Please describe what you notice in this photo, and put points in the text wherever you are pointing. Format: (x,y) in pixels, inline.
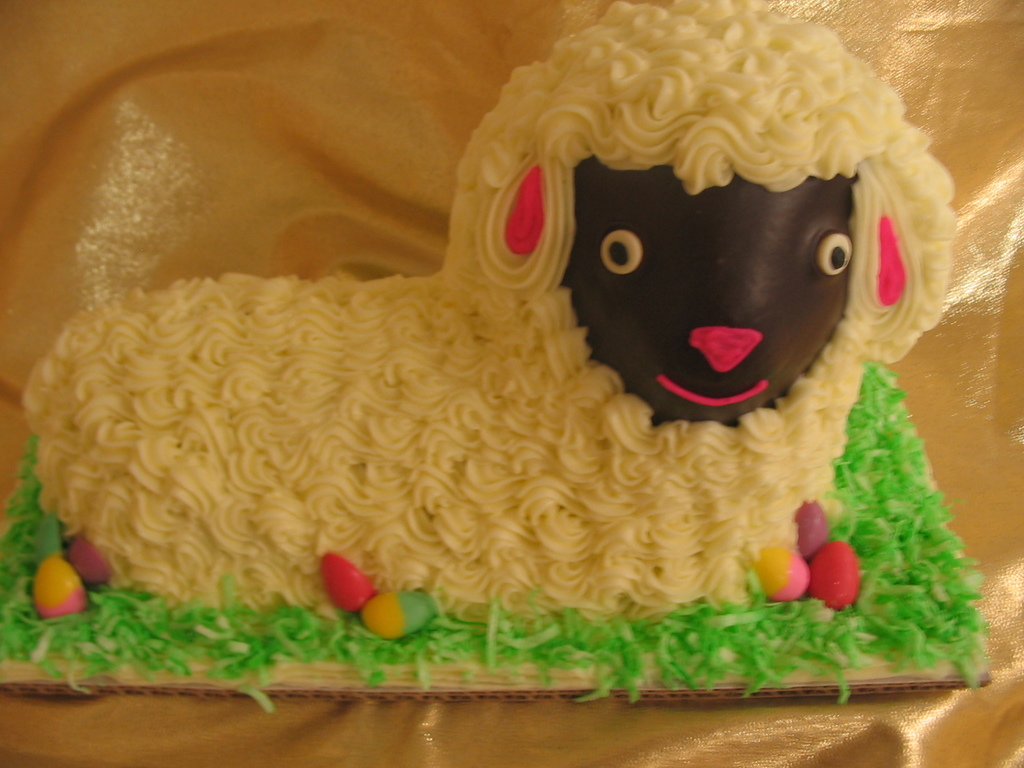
In this image we can see a cake (575,374).
